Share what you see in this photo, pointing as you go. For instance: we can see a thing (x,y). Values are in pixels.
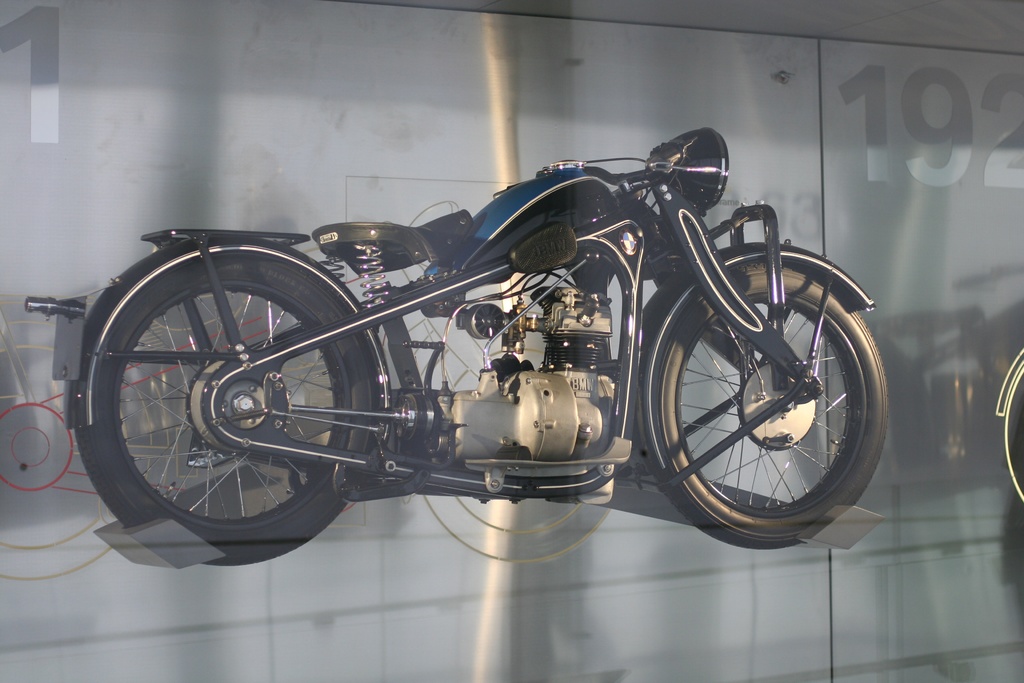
In the center of the picture (463,231) there is a bike (444,349), behind the bike (506,261) it is glass (401,581). On the right (880,155) there is a number (886,140).
